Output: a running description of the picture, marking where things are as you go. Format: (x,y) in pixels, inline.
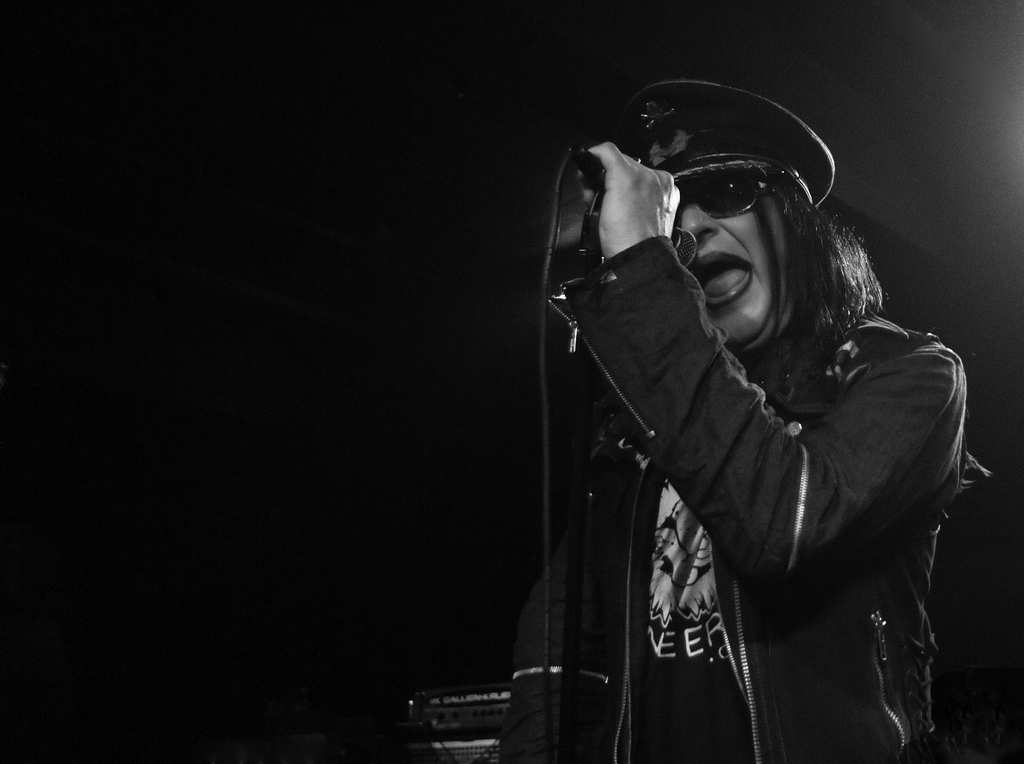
In this image, we can see a person (816,455) on the dark background. This person (644,211) is wearing a cap (760,166) and holding a mic (688,247) with her hand (651,226).
